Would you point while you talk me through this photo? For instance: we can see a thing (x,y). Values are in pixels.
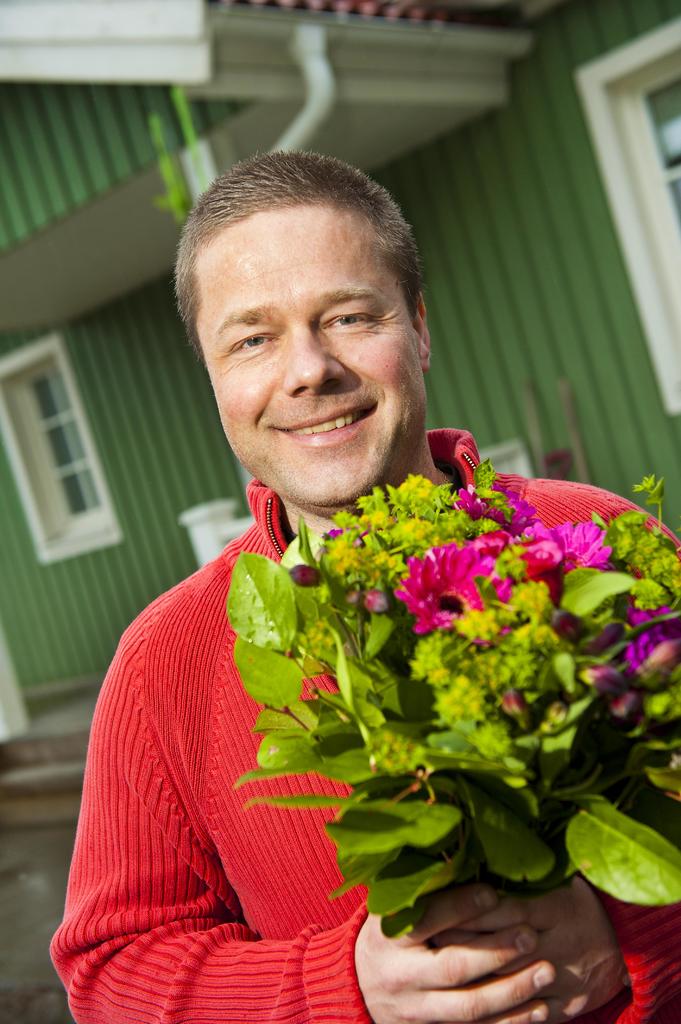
In this image we can see a person (311,698) wearing red color dress (147,978) holding flower bouquet (385,780) in his hands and there are some flowers (536,624) which are in pink and yellow color and there are some leaves (322,739) which are green in color and in the background of the image (552,230) there is a house (42,676) which is in green color.
